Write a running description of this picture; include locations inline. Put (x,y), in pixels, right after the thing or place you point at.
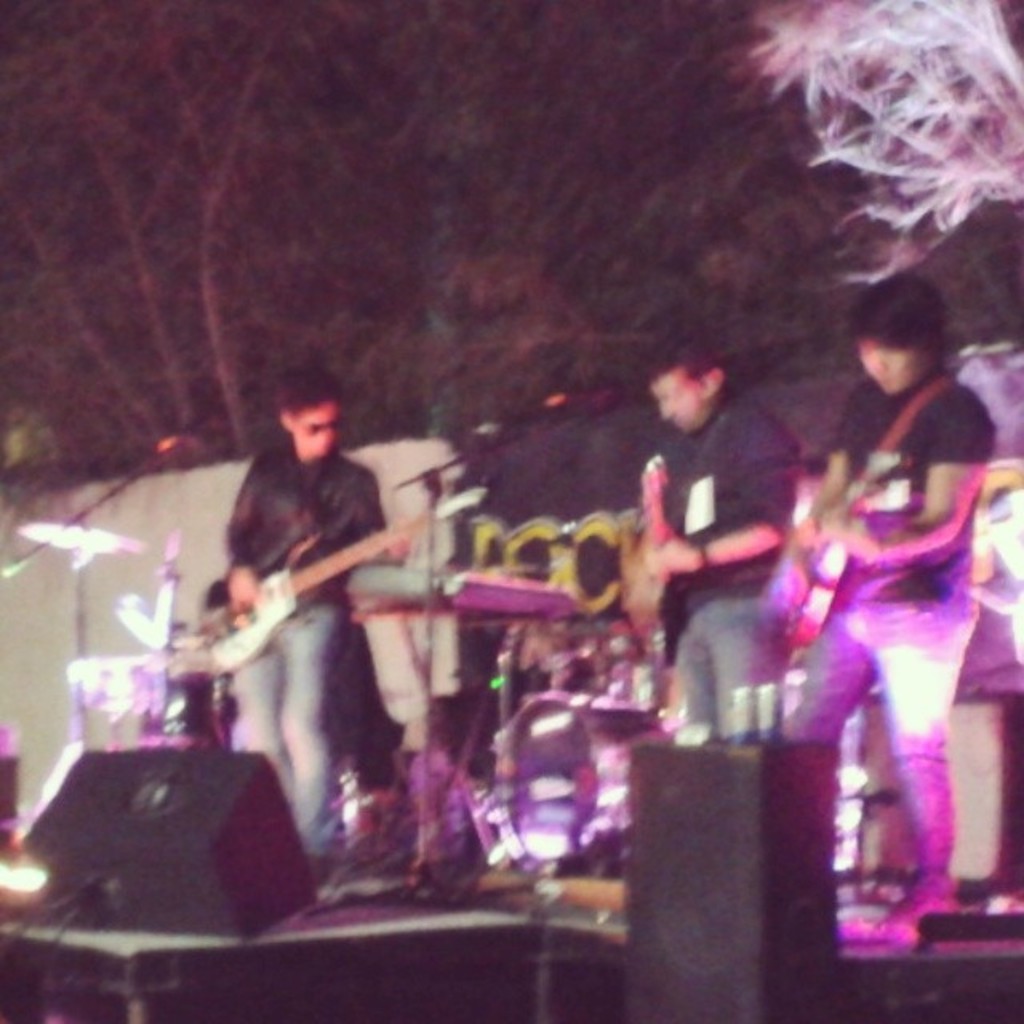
In this image I can see three men (697,388) are standing and I can see all of them are holding guitars (334,553). I can also see few mics (161,458), trees (79,62), a drum set (569,811) and I can see this image is little bit blurry.
